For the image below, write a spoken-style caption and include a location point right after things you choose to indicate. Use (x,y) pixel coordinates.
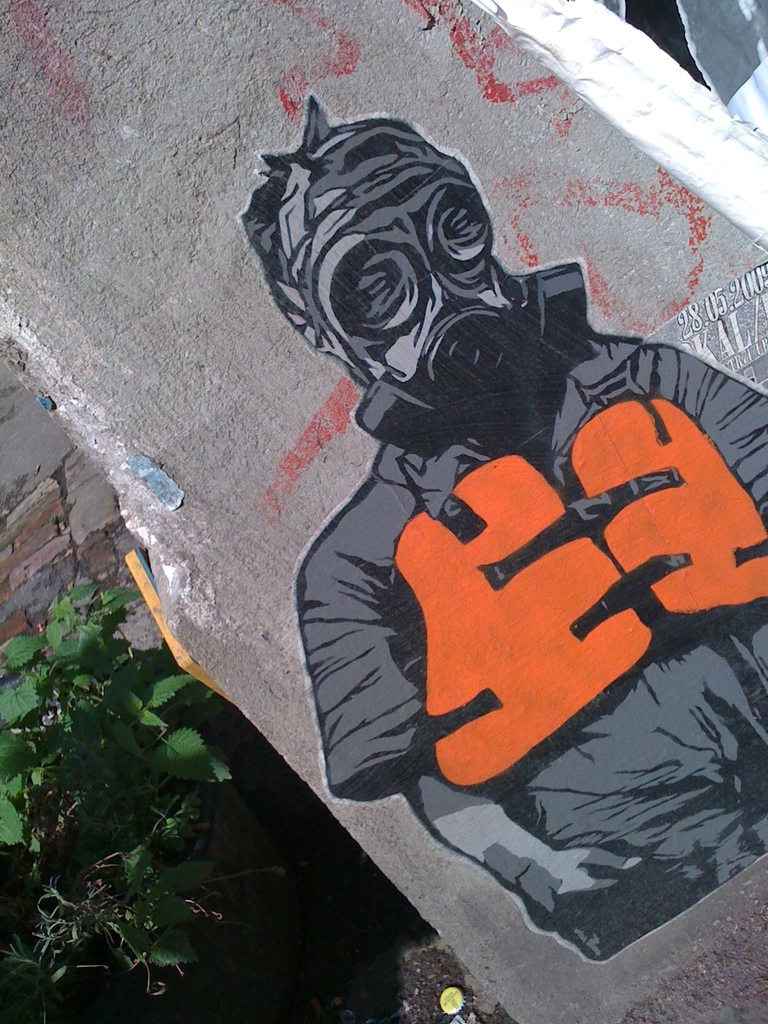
In this image I can see the wall painting (391,562). I can see the painting (398,551) of the person (422,487) which is in grey and orange color. To the left (93,810) I can see the plants (135,785).
